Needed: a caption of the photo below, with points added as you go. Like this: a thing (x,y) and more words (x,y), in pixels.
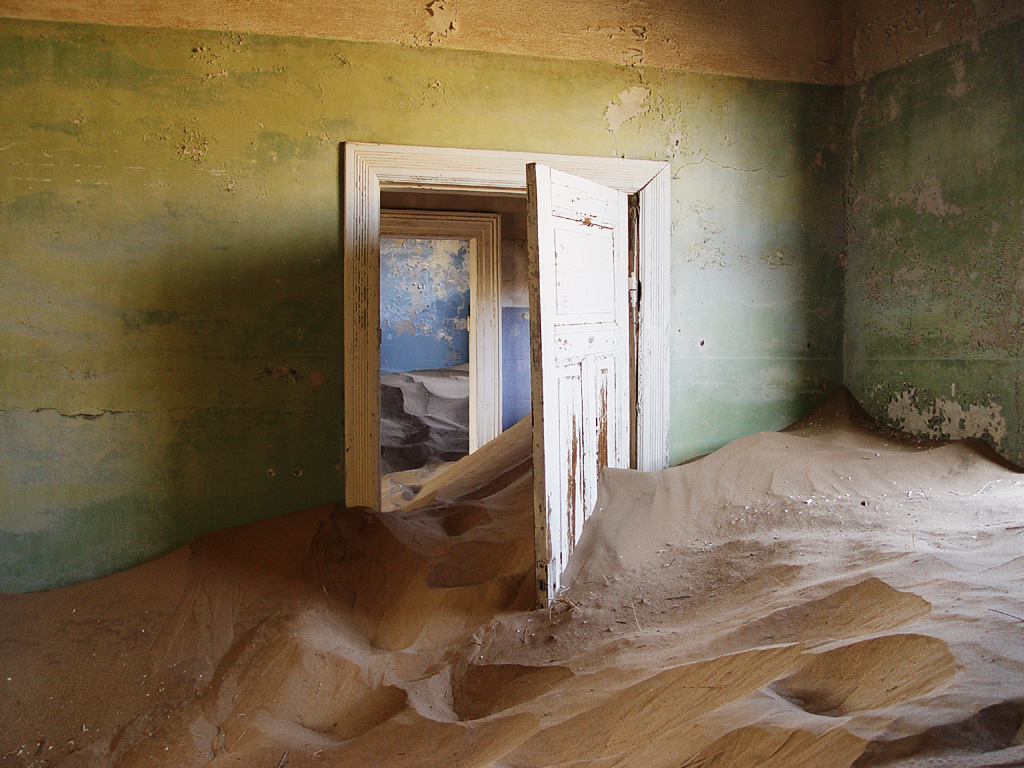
There is sand (872,656) in a room (851,342) which is having green color wall (591,117) and white color door (582,275). In the background (509,437), there is sand (438,431) in other two rooms (453,409).
